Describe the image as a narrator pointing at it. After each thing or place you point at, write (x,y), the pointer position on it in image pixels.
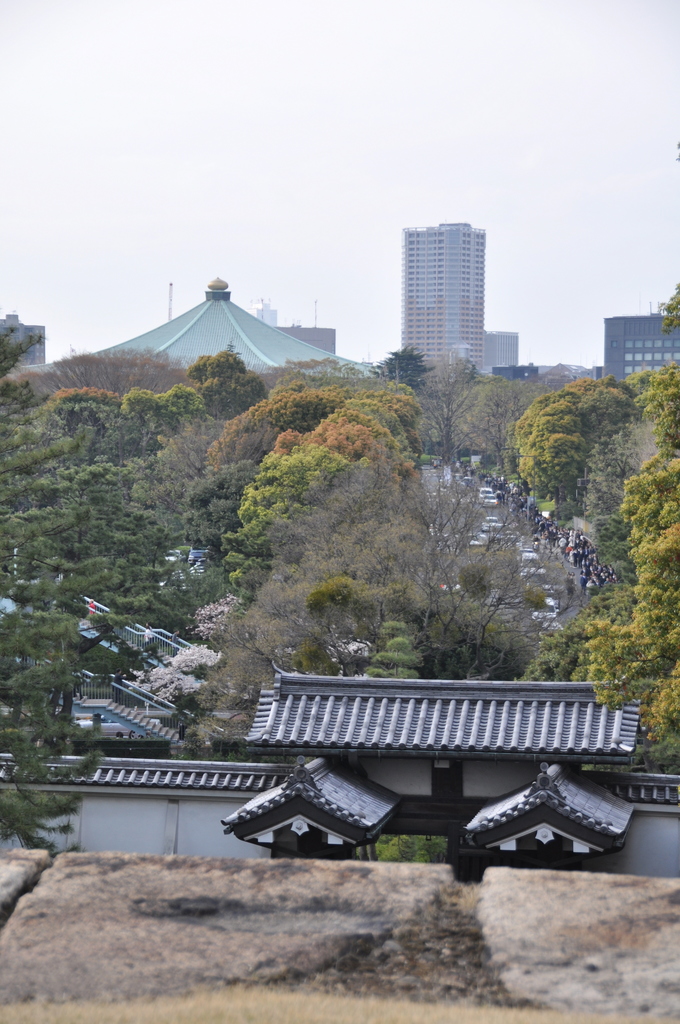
This is an outside view. At the bottom (264,942) there is a rock (228,918). In the middle of the image (361,516) there are many trees (291,610) and buildings (471,701). On the right side (484,497) there are few vehicles (489,495) on the road (515,530) and also I can see few people (561,532). At the top of the image (275,178) I can see the sky (165,225).
